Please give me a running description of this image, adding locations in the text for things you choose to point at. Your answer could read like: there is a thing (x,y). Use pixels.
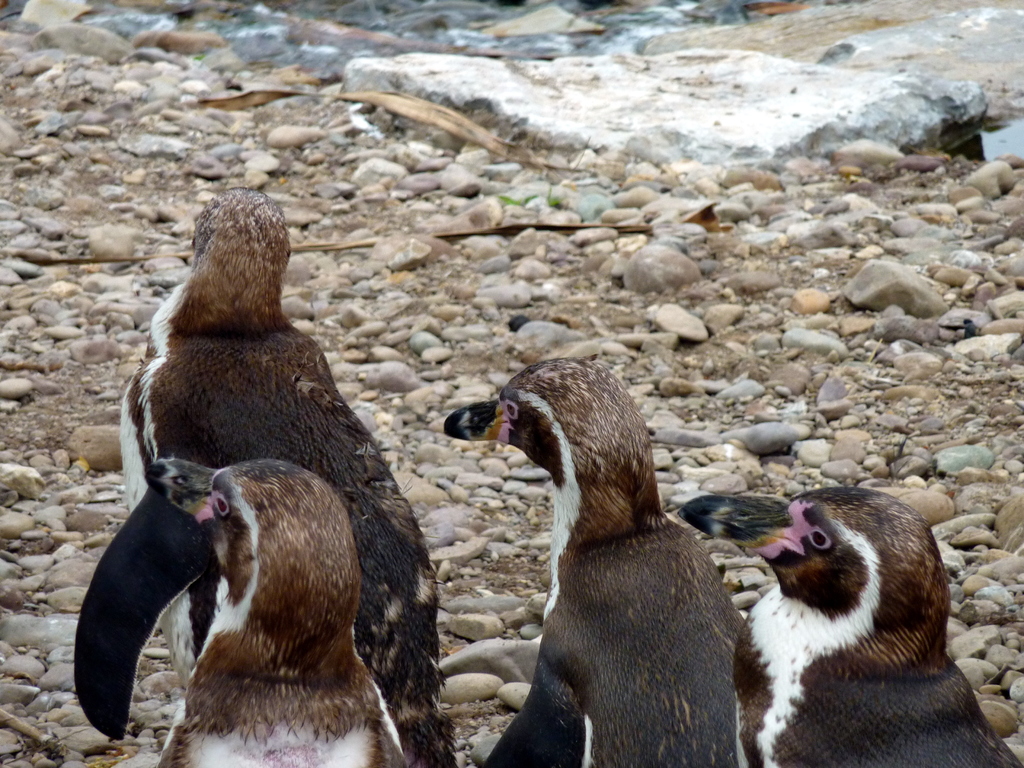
At the bottom of this image (672,599), there are animals (573,485) in black and white color combination on the ground (157,681), on which there are stones (39,272). In the background (900,84), there are a rock (627,72) and water (265,21).
